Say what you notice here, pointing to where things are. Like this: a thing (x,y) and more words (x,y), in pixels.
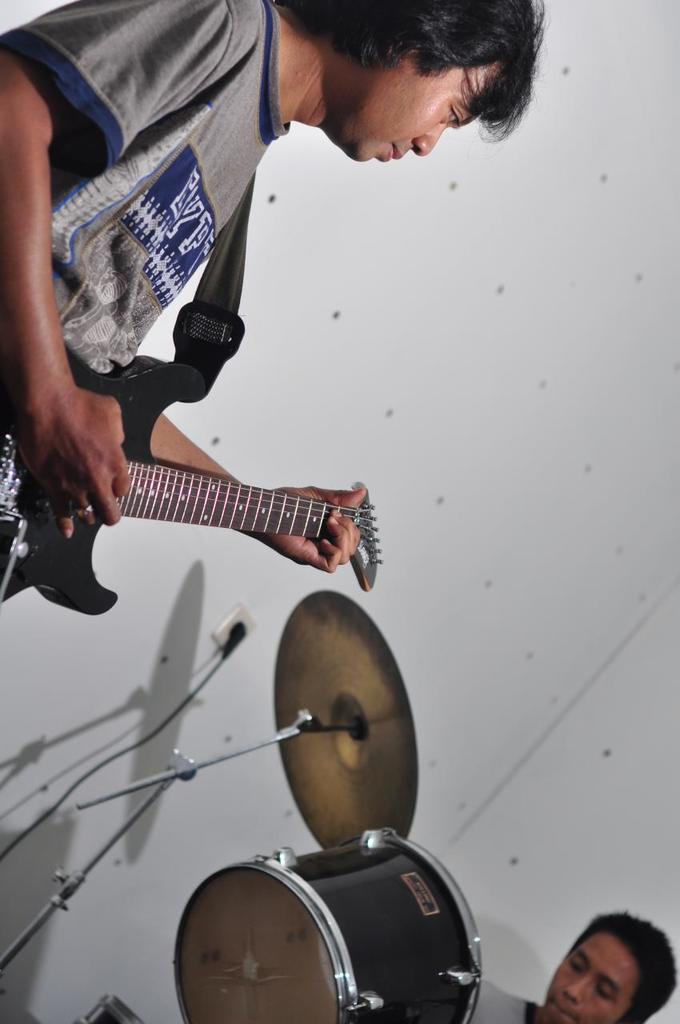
In this picture there is a man (146,303) playing a guitar (142,465) in his hands (56,436). In the right corner (589,965) there is another man (565,961) playing drums (321,932). In the background (524,528) there is a wall (485,352).
